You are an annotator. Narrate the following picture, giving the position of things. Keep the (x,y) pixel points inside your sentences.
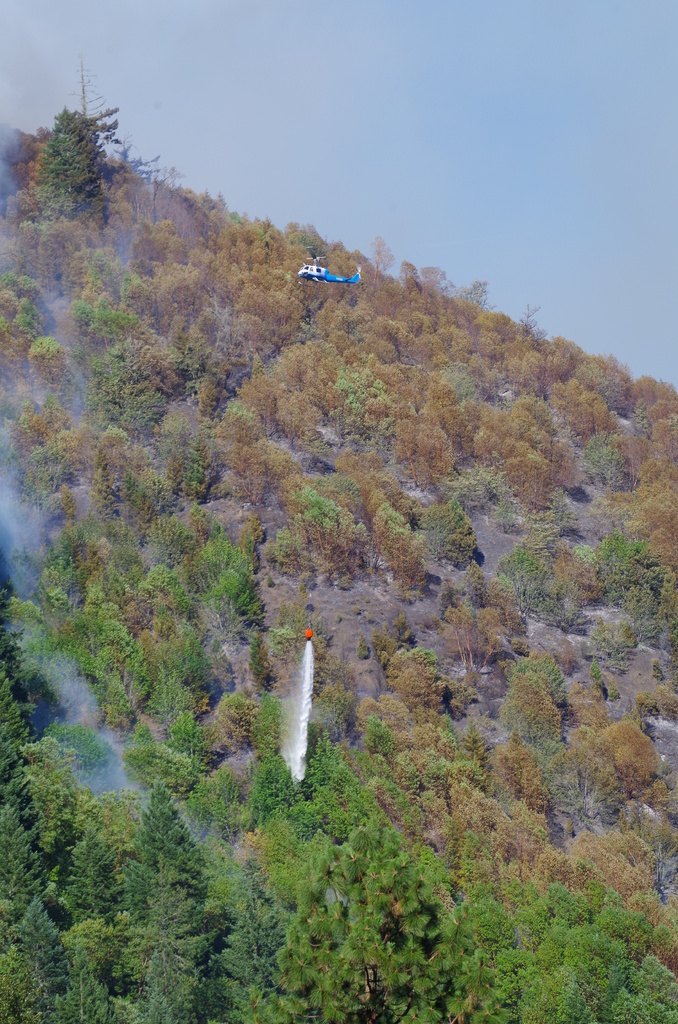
At the bottom of the picture (359,875), we see the trees (324,834). In the middle of the picture (310,664), we see an object (312,649) in white color which looks like water (290,728). There are trees (255,465) in the background (138,313). We see a helicopter (311,270) in white and blue color is flying in the sky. At the top (392,45), we see the sky (433,45), which is blue in color.
